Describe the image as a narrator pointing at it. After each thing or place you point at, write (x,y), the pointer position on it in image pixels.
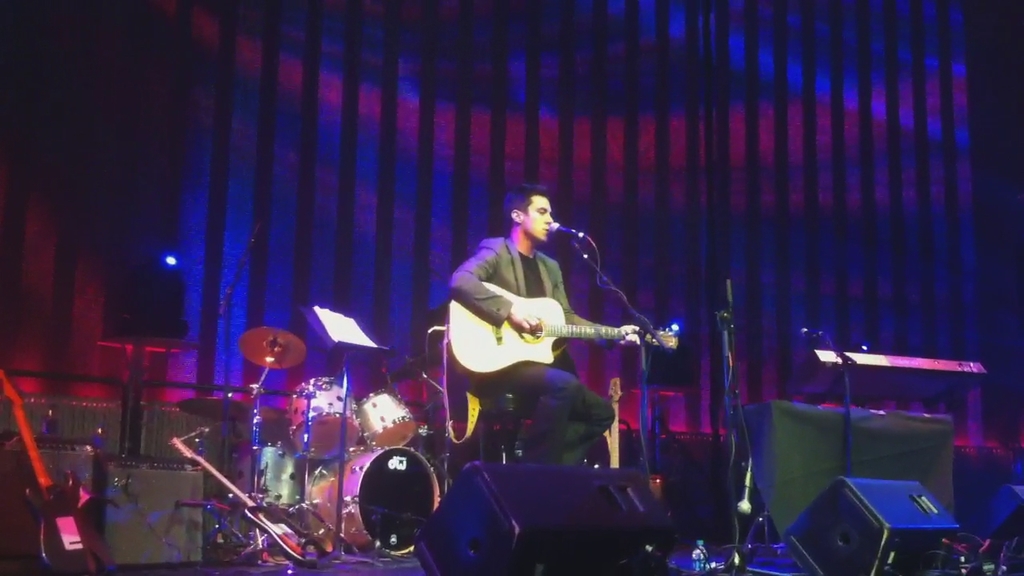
In the image we can see there is a person (530,382) who is sitting and holding guitar (510,344) in his hand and at the back (389,433) there is a drum set (348,483).
